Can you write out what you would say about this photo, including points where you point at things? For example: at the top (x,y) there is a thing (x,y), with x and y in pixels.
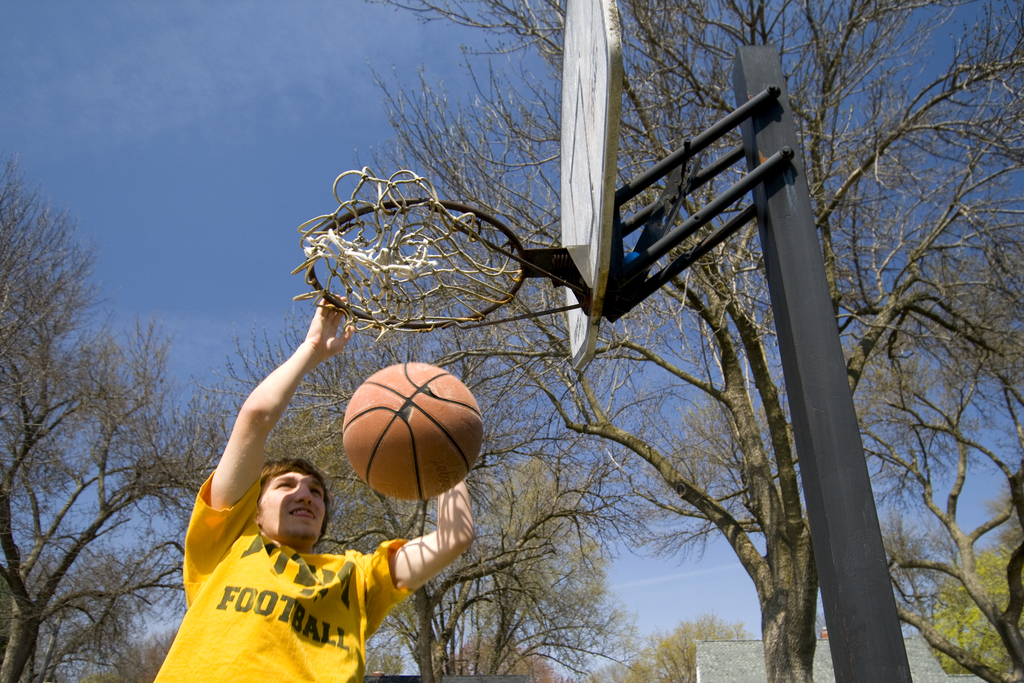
In this image in the center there is one person (259,521) who is playing basketball, and in the center (394,435) there is one ball (421,420) in air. And on the right side (738,185) there is one pole (776,229), and a net (382,229) and in the background (931,341) there are trees (1006,674) and wall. At the top (273,124) there is sky (273,124).
